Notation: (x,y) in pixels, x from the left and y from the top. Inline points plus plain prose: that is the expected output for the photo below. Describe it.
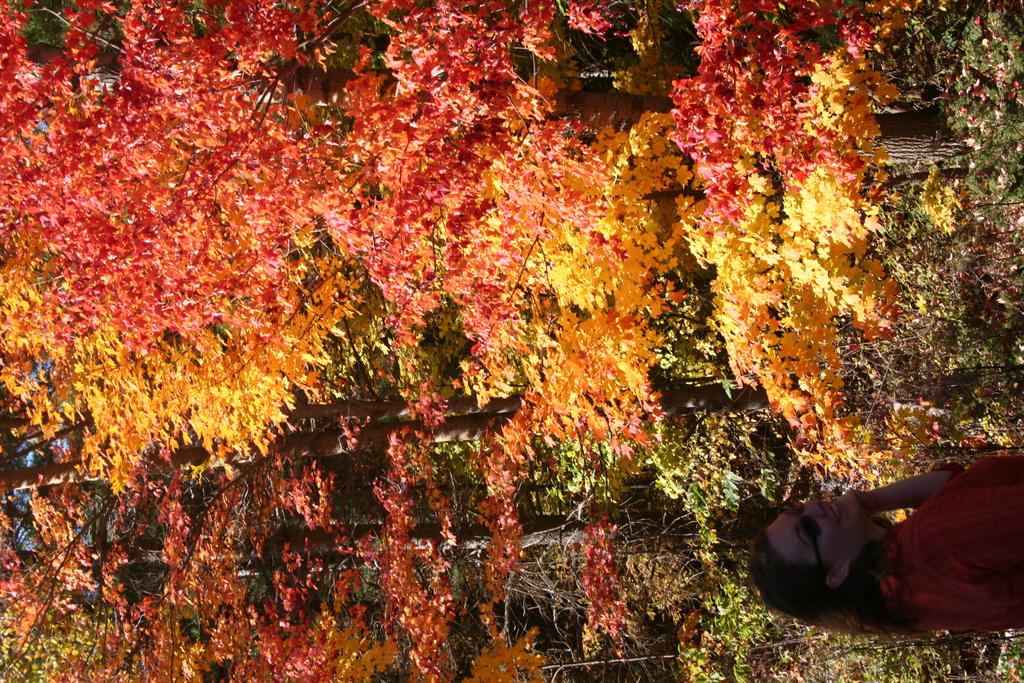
In this picture I can see trees (460,242) and a woman (827,599) standing and she wore spectacles (813,546).
